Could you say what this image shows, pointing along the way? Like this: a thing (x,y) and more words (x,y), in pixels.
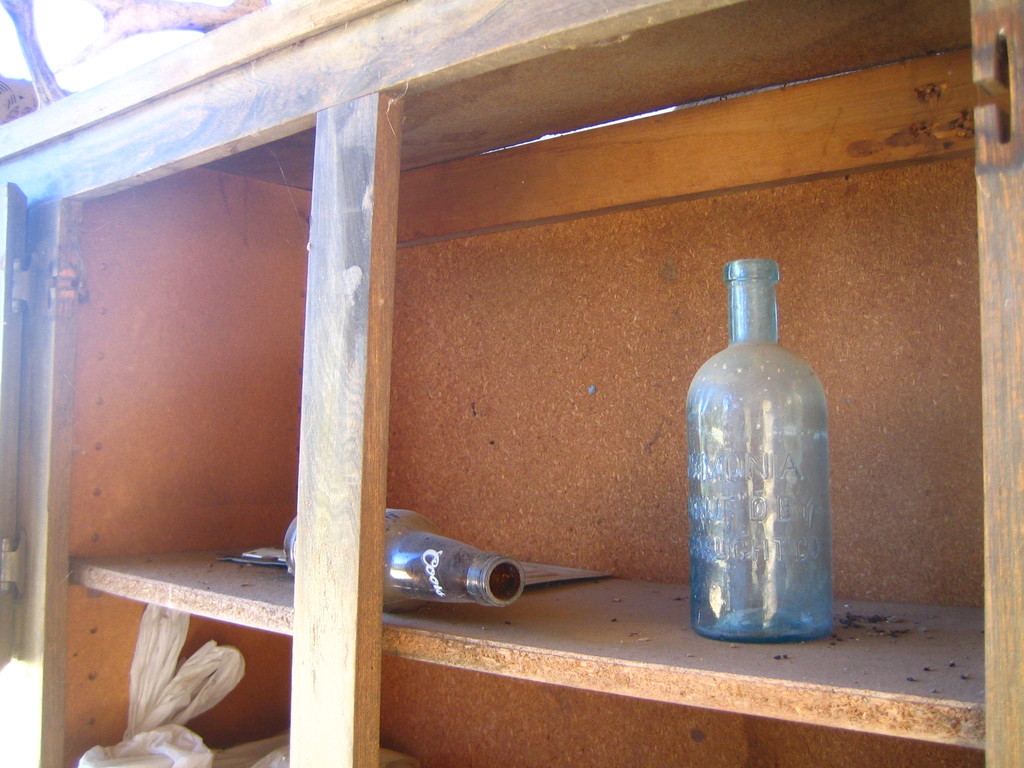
here I can see a rack (933,438) in this image. In this rack (138,611) there are two bottles (484,560) and one white color bag (156,754).
